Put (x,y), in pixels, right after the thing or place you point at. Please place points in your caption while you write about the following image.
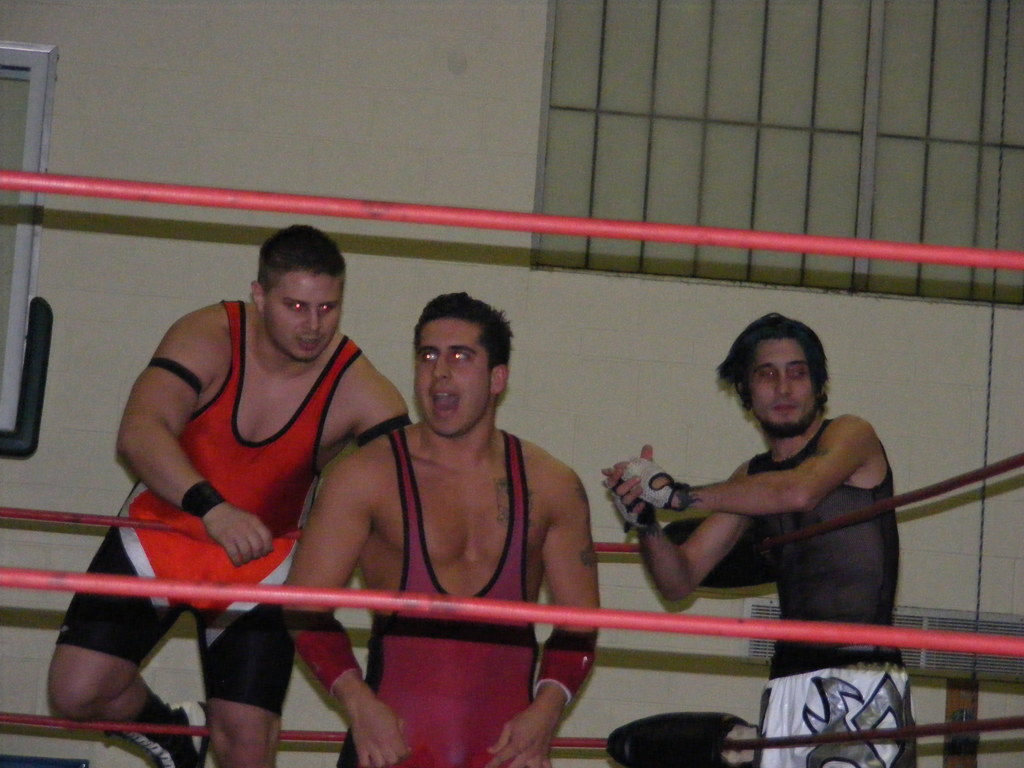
There are three men (530,495) standing. This looks like a boxing ring (50,576). Here is the wall (338,120). I think this is a window (941,160), which is closed.
